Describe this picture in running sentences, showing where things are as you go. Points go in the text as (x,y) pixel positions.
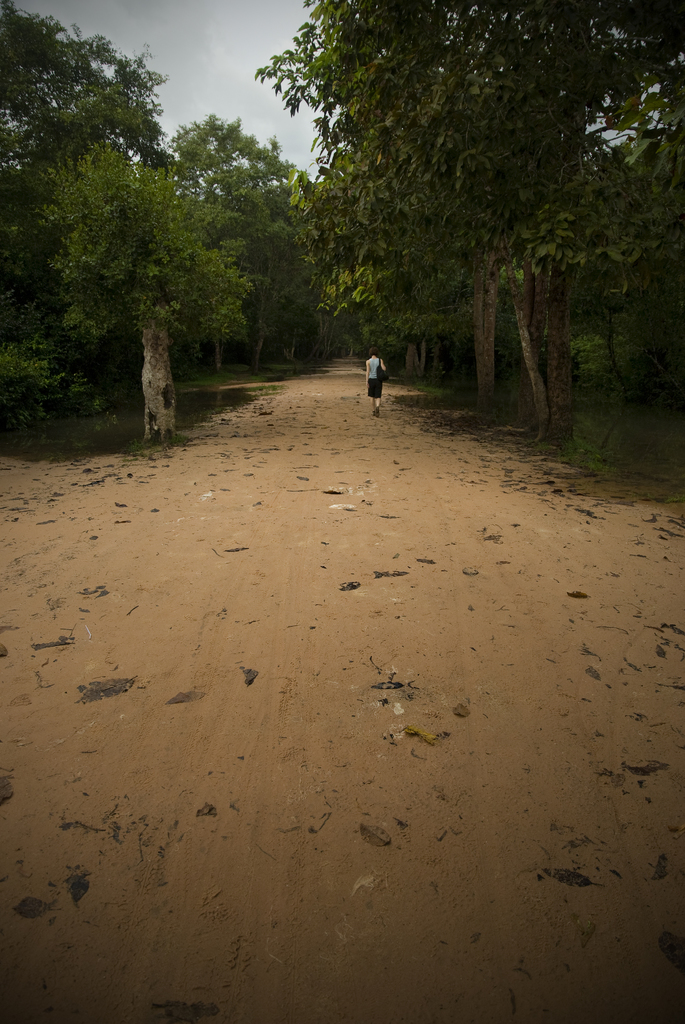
This image is taken outdoors. At the bottom of the image (305,794) there is a ground (227,542). In the middle of the image (376,405) a girl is walking on the road (299,386). In the background (185,270) there are many trees (243,194). At the top of the image (269,62) there is a sky (264,56) with clouds (212,105).
